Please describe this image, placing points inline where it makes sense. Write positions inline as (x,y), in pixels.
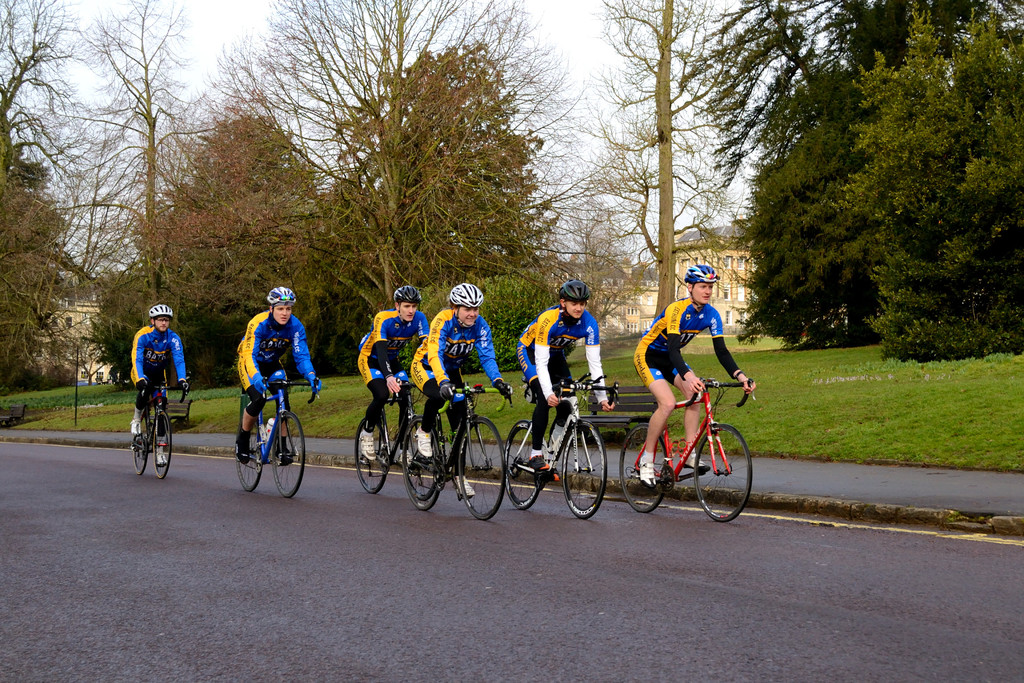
The picture is on a road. There are few people (145,349) riding cycle (459,409) they all are wearing blue jacket (397,357) and helmet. In the background (496,301) there are trees (539,220) and building (731,227).
